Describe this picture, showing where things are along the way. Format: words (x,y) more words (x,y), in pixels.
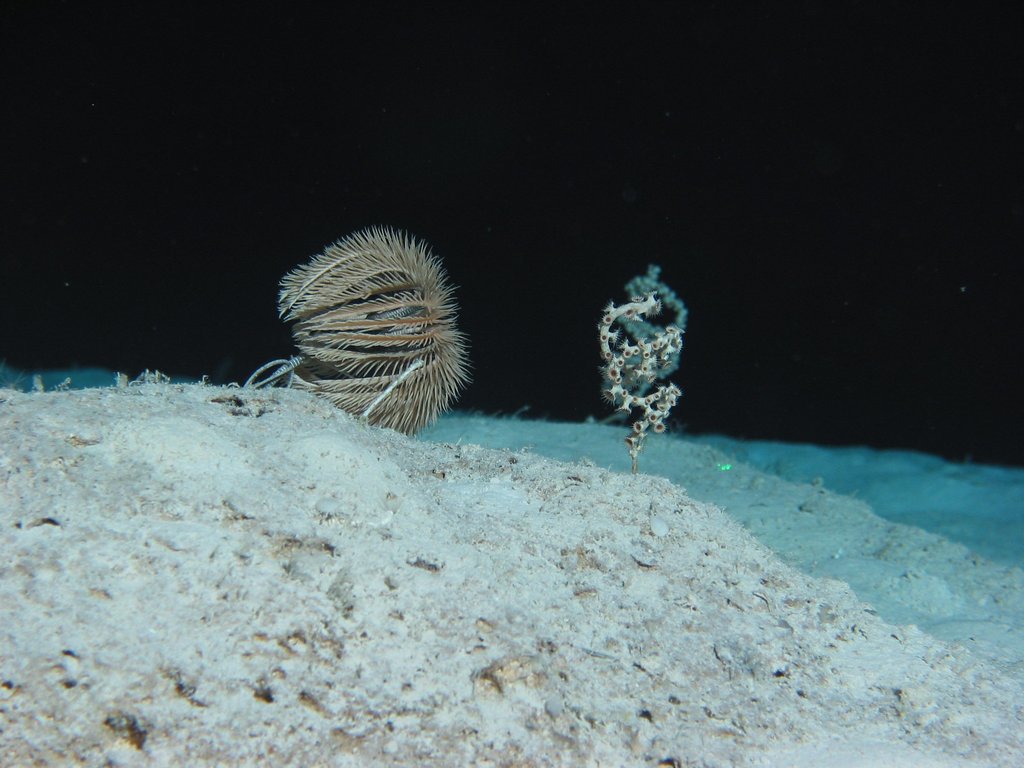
In this picture I can see the sand (574,566), in the middle (389,265) those look like the plants (442,337).
